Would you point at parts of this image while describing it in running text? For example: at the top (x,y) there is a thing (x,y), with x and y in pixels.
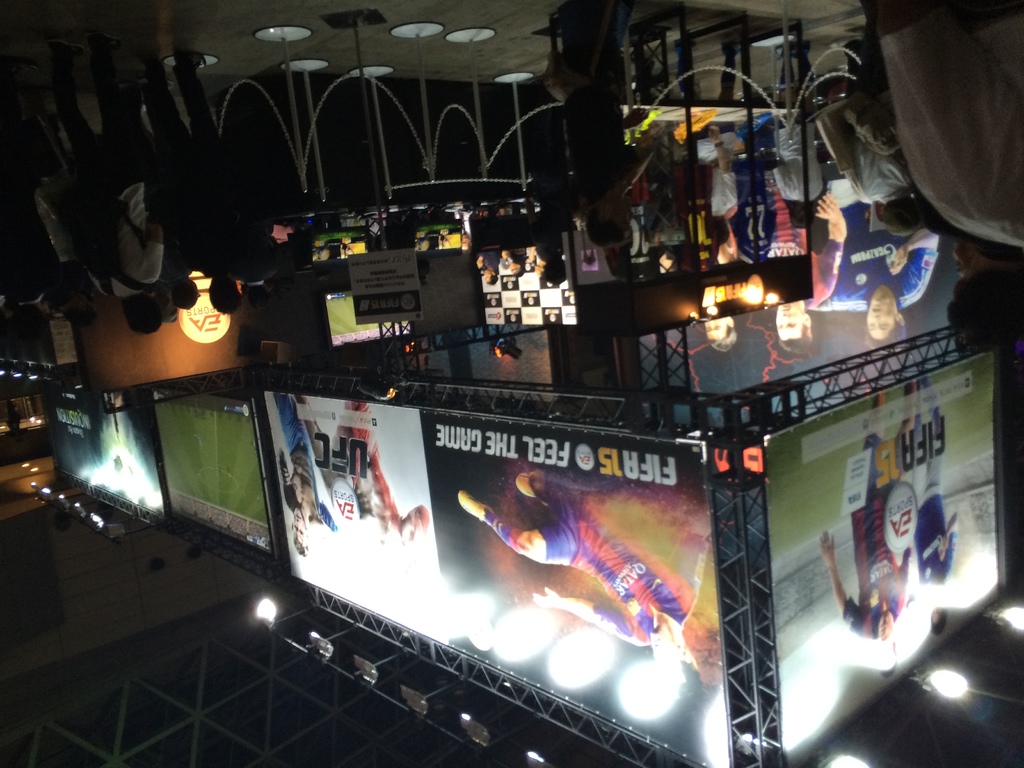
In this picture we can see a group of people (273,228) standing on the floor (264,62), hoardings (509,526), banners (407,257), lights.
